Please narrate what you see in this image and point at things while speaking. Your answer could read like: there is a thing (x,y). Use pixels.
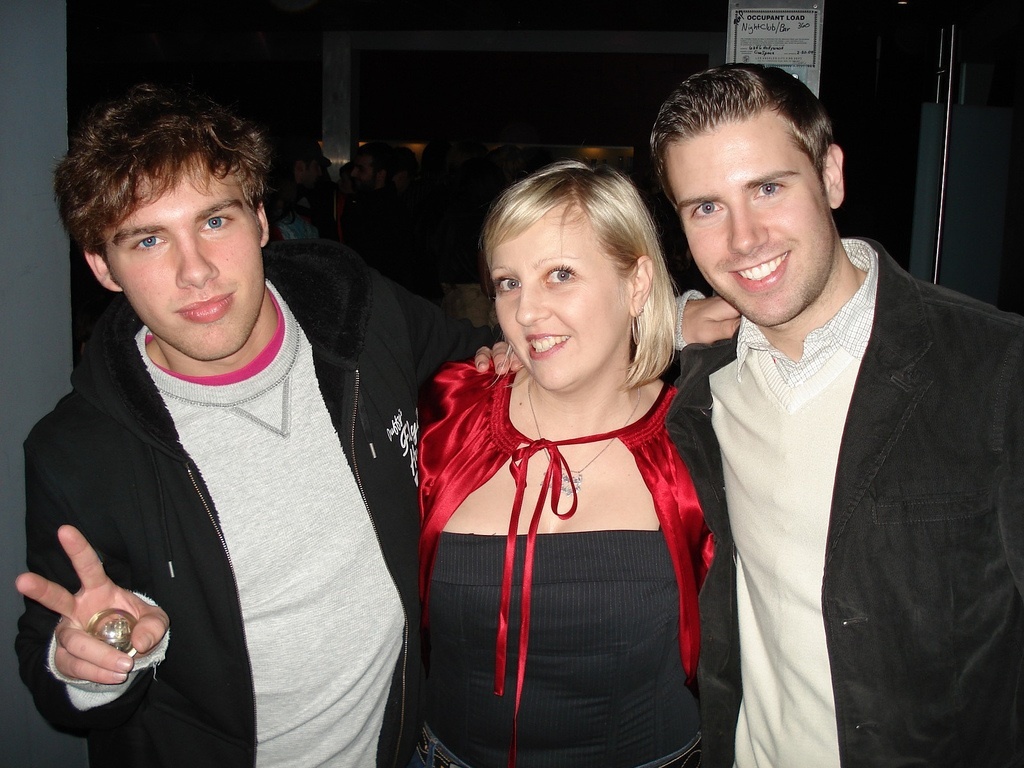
There are three persons (525,662) standing at the bottom of this image (445,621). The person (197,576) standing on the left side (153,606) is holding an object (123,615). There are some persons (427,176) standing in the background (462,180).
